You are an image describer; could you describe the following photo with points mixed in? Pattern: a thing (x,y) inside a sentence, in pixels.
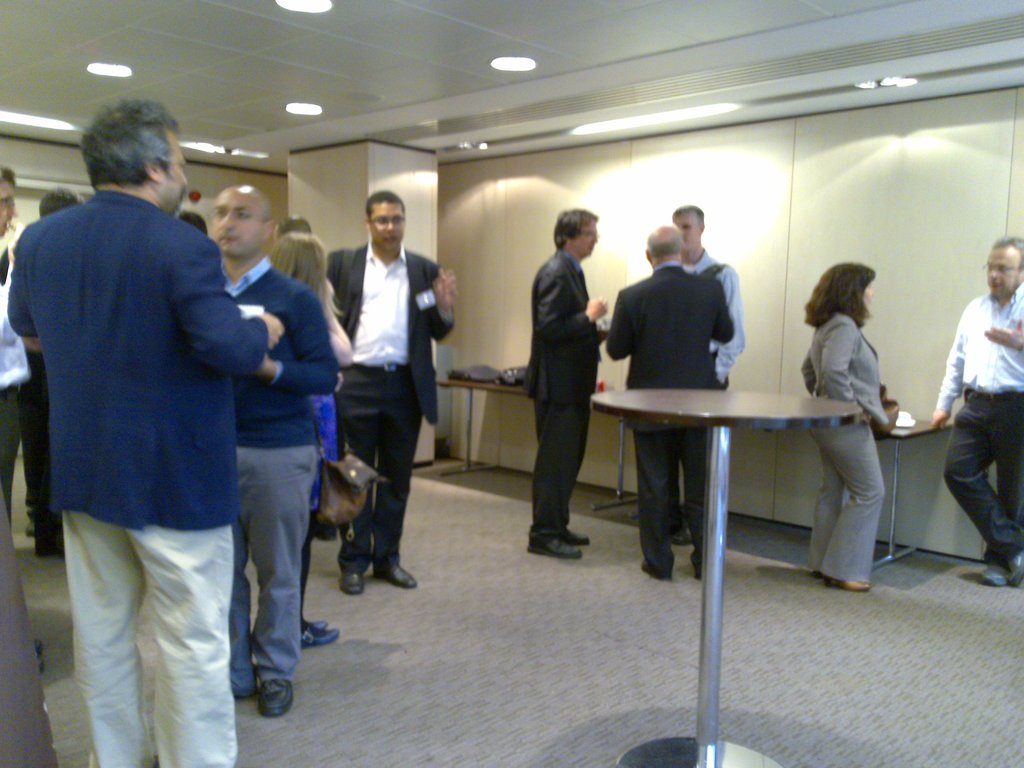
In this image there is floor (507,652) at the bottom (589,636). There are lights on the roof (477,49) at the top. There are people (107,380) on the left corner (84,459). There are tables (823,412), there are objects (502,371) on tables (723,477), there are people (629,350) standing, there is a wooden object (953,188) on the right corner (934,281). There are people (404,385) and it looks like a pillar (321,157) in the background (423,438).
